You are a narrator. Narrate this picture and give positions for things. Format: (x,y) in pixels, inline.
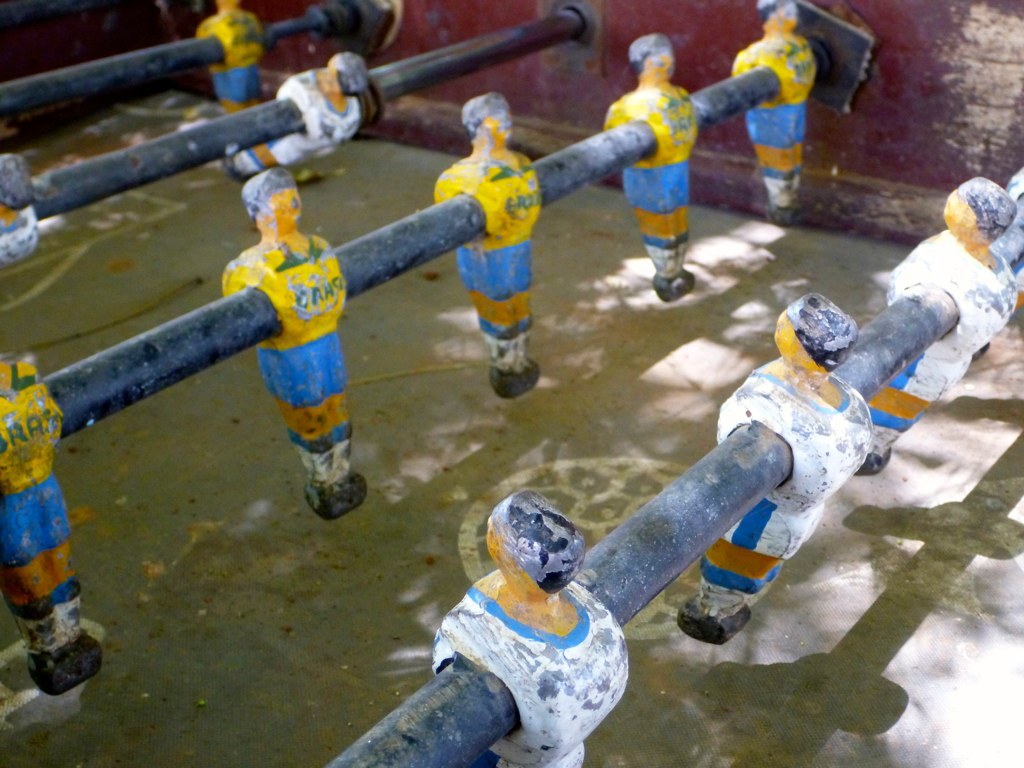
In this image we can see a foosball table (417,376).
